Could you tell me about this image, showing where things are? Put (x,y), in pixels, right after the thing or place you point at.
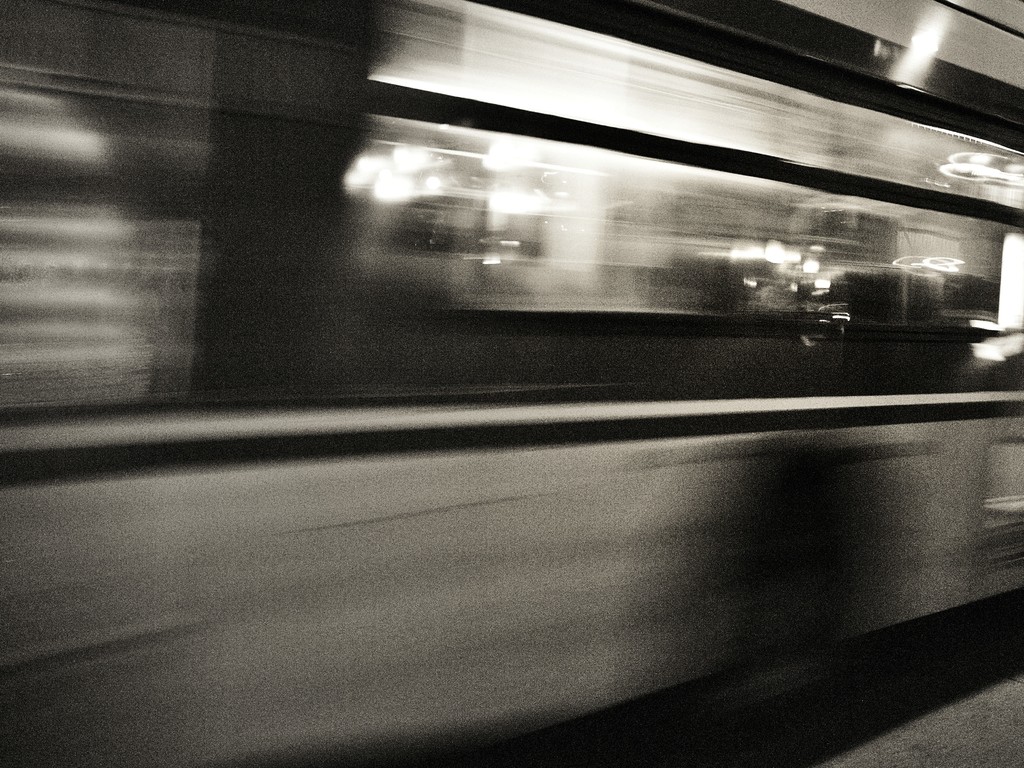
In this black and white image there is a moving train (295,317) on the track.
